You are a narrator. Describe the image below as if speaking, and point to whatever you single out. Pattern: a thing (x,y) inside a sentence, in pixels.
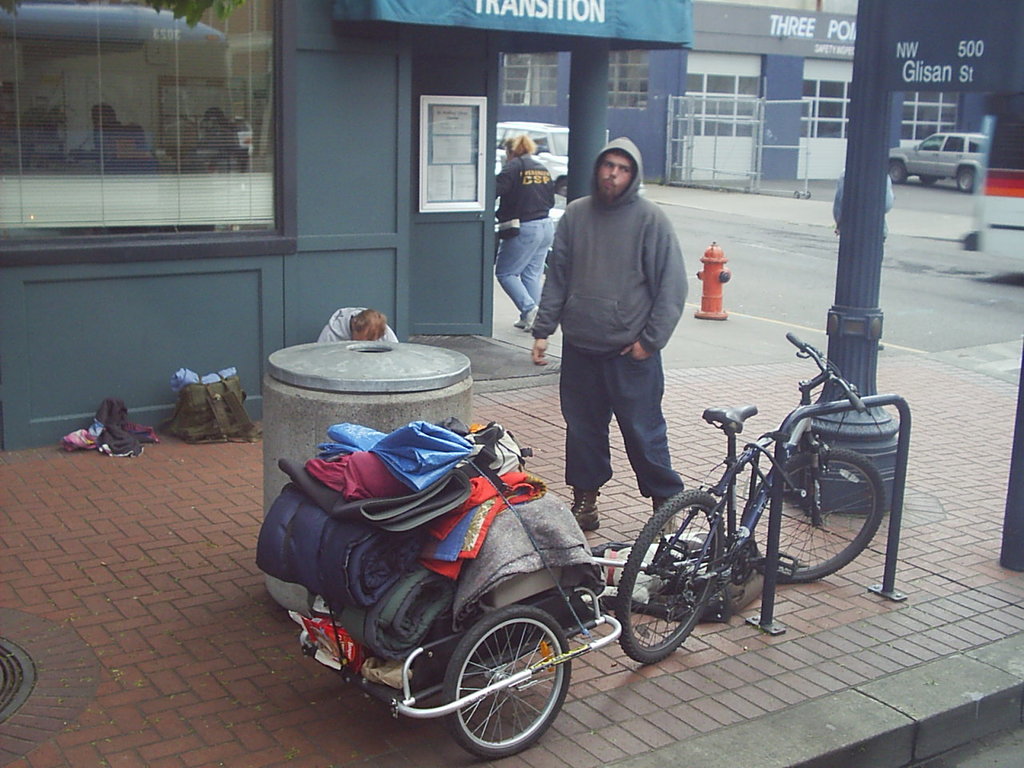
In this image I can see a bicycle (701,574) and a trolley (545,672) on which I can see number of clothes (445,583). I can see a person (625,279) wearing grey jacket (601,296), blue pant (578,386) is standing on the side walk (618,438) and I can see few bags (201,407), few other persons (528,186), a fire hydrant (728,270), a blue colored pole (878,170) and a white colored object (364,375) on the sidewalk (226,499). In the background (975,143) I can see a car (946,163) on the road (934,186) and few buildings (660,126).
